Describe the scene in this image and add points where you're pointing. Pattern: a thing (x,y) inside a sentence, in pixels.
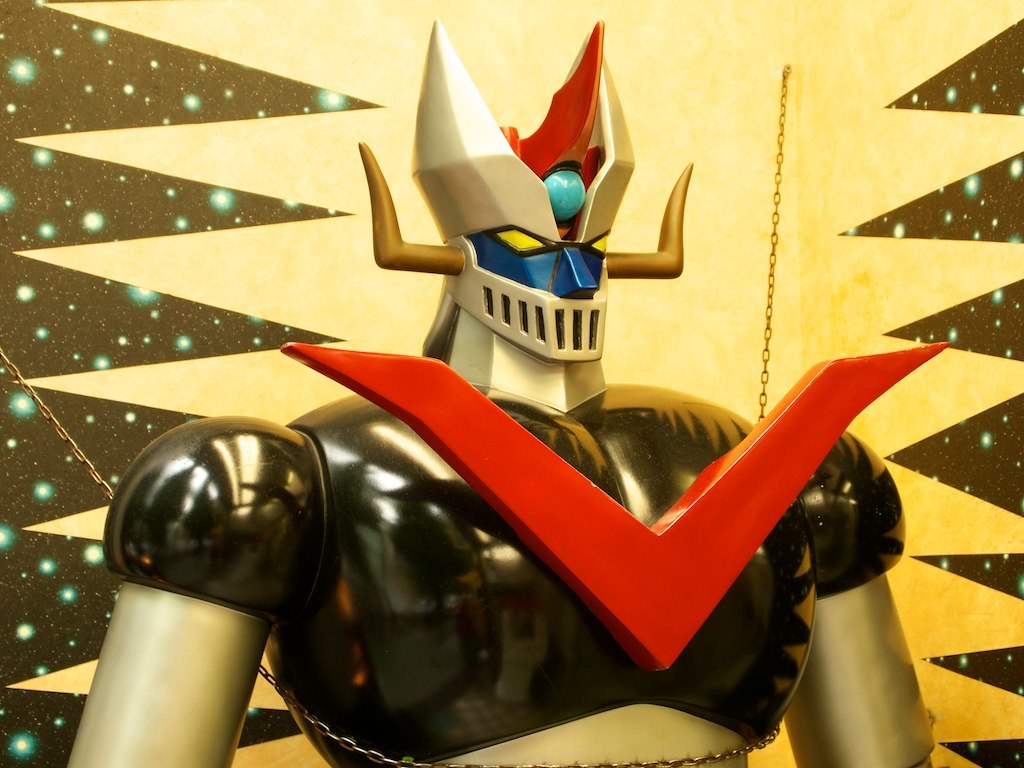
In front of the image there is a toy (217,450) with the chain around it. Behind the toy (480,215) there's a wall (275,197).
